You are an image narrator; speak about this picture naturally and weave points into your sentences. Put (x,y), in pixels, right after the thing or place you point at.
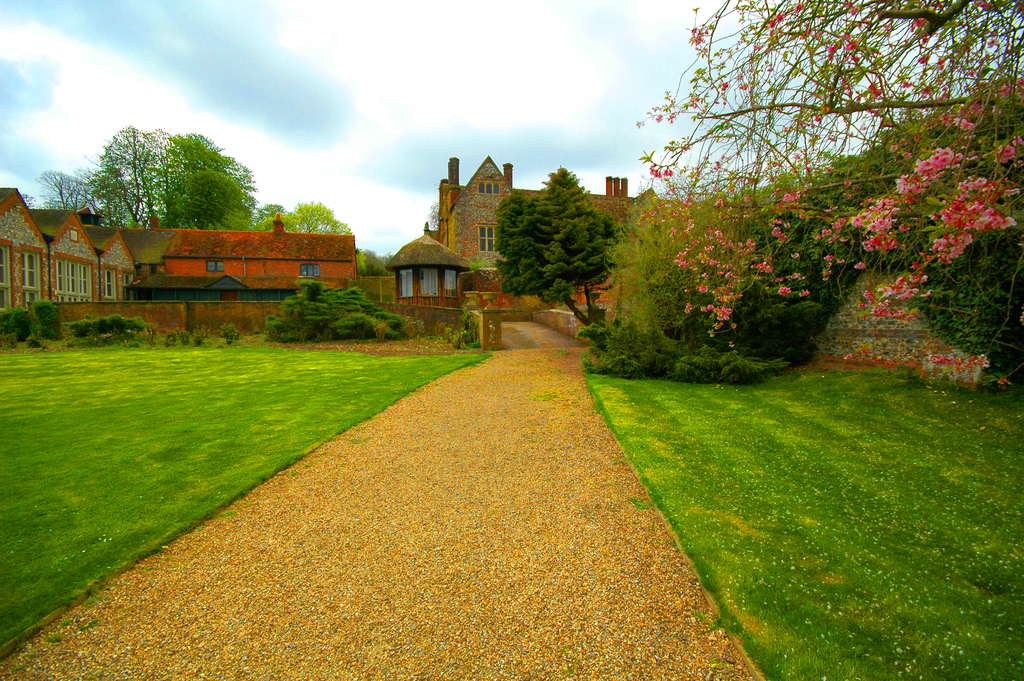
Here in this picture we can see a mansion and houses (112,256) present over a place (506,281) and in the front (89,431) we can see a path (379,435) with grass (782,489) on both sides and we can also see plants (594,328) and trees (830,203) present and we can see flowers (903,195) on the plants (885,225) and we can see clouds (391,163) in the sky (436,86).
